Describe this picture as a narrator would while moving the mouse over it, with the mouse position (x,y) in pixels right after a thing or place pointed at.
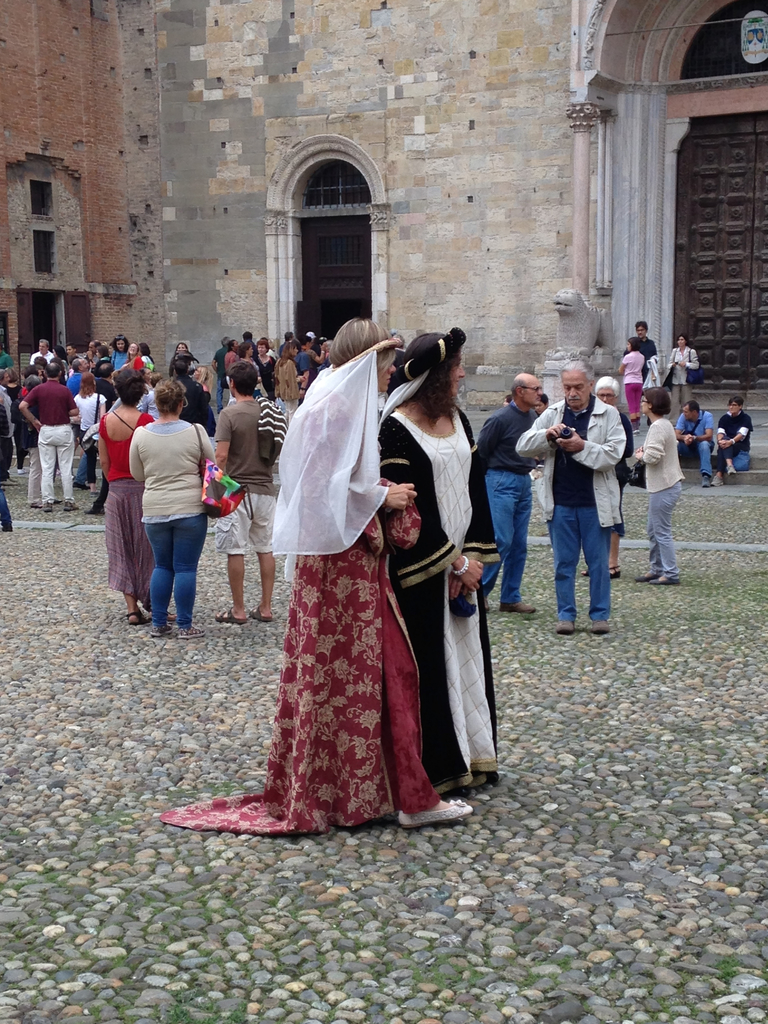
In this picture there are group (231,580) of people standing and the person (600,473) with grey jacket (600,460) is standing and holding the camera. At the back (559,185) there is a building (573,210) and there are doors (734,198). At the bottom (413,959) there are stones (259,905) and there is grass (180,992). On the right side of the image (732,458) there are two persons (706,466) sitting on the staircase (753,472).
